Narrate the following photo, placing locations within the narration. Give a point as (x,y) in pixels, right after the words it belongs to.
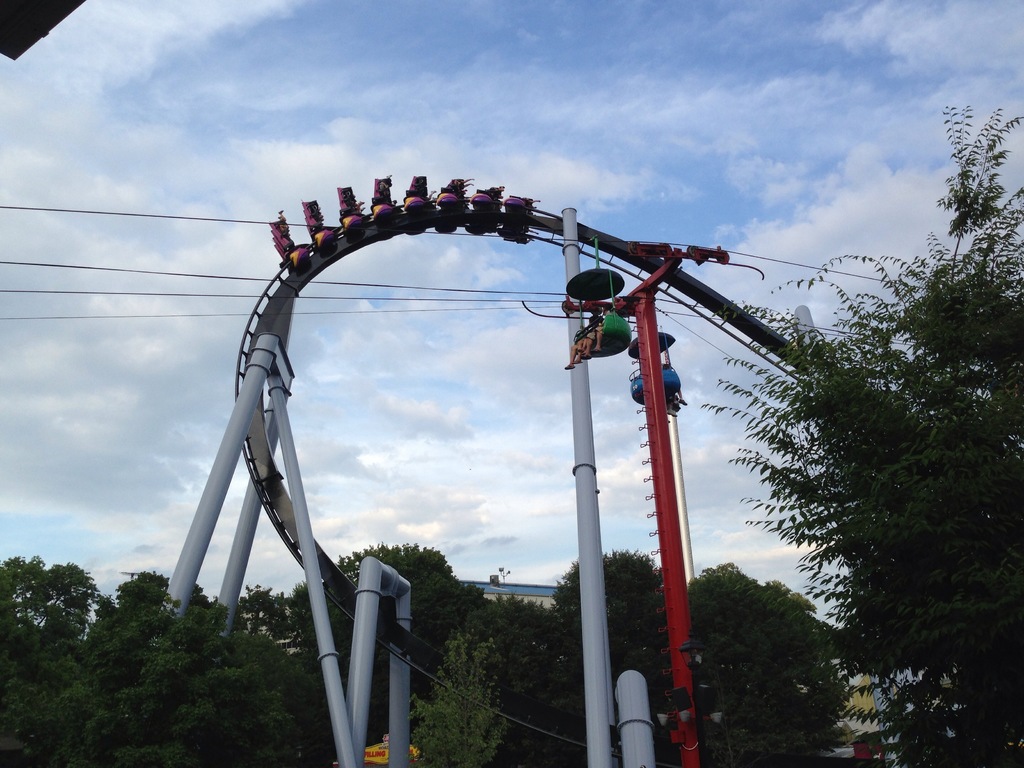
In this image, I can see two mechanical rides (637,341), trees (455,634) and wires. In the background (358,114), there is the sky (615,82).
